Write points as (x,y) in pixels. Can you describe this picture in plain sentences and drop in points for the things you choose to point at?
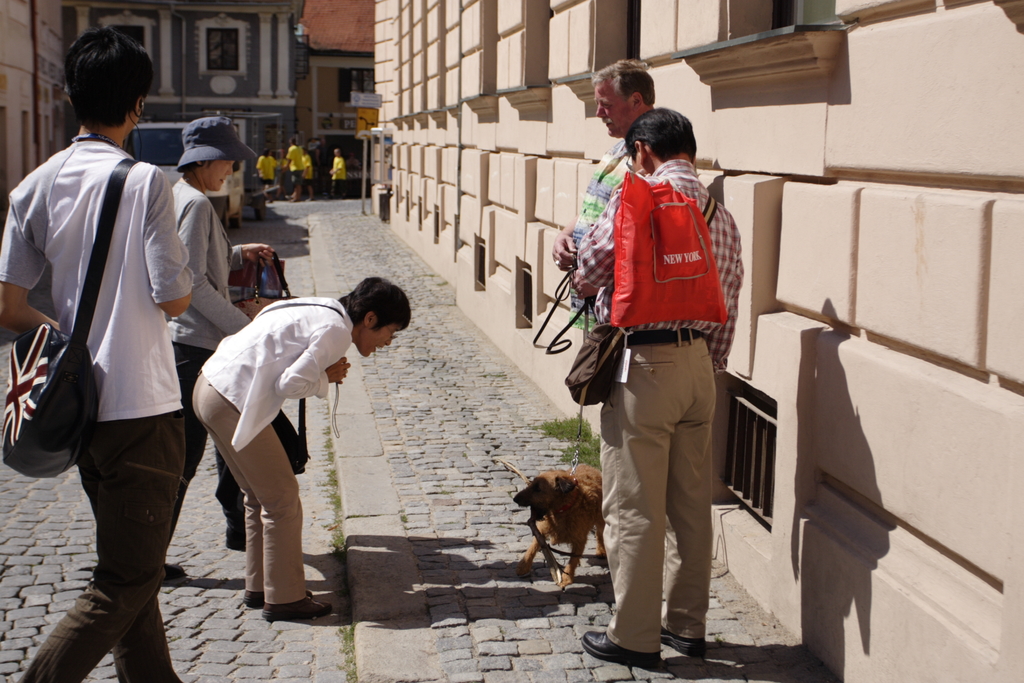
This picture is clicked on a road (314,574). There are few people (249,408) standing and there is a dog (584,474) held by leash (576,447) by a man (572,294). The man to the left corner (142,311) is wearing a bag (49,409). The man (729,245) to the right corner (693,267) is holding bag (622,309). In the background (305,164) there are few people (303,164), buildings (287,98) and sign boards (374,111).
